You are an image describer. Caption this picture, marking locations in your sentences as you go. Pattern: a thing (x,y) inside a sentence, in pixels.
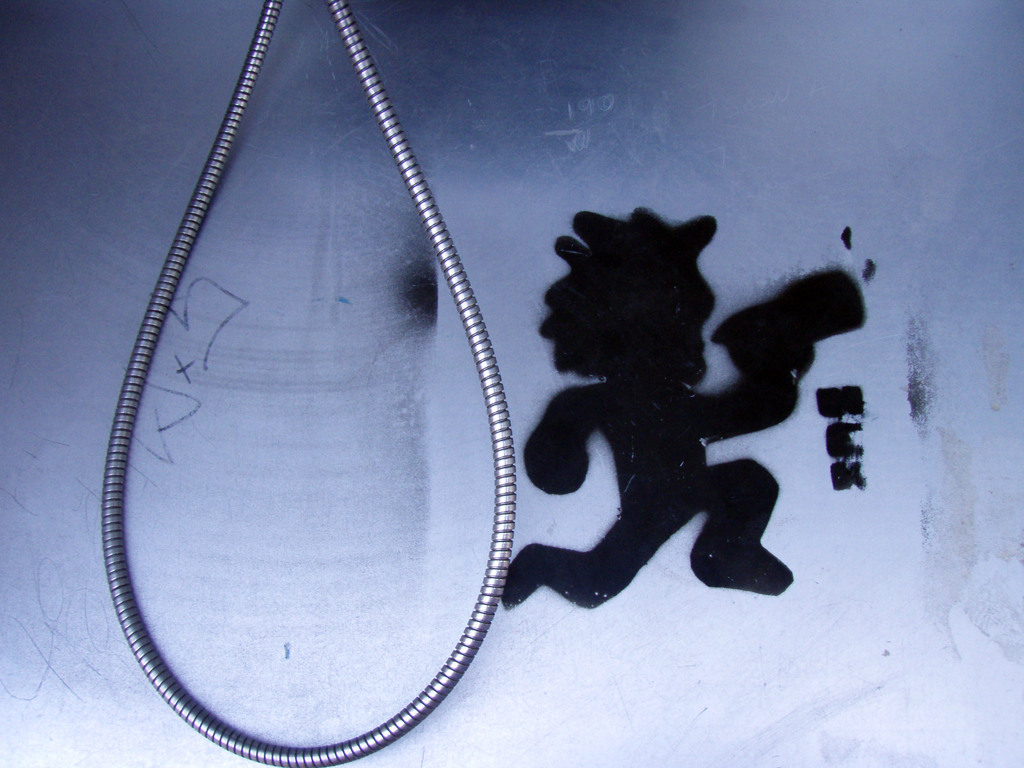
On the right side of the image (717,395) a graffiti (729,466) is there. On the left side of the image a steel rope (389,131) is present.
